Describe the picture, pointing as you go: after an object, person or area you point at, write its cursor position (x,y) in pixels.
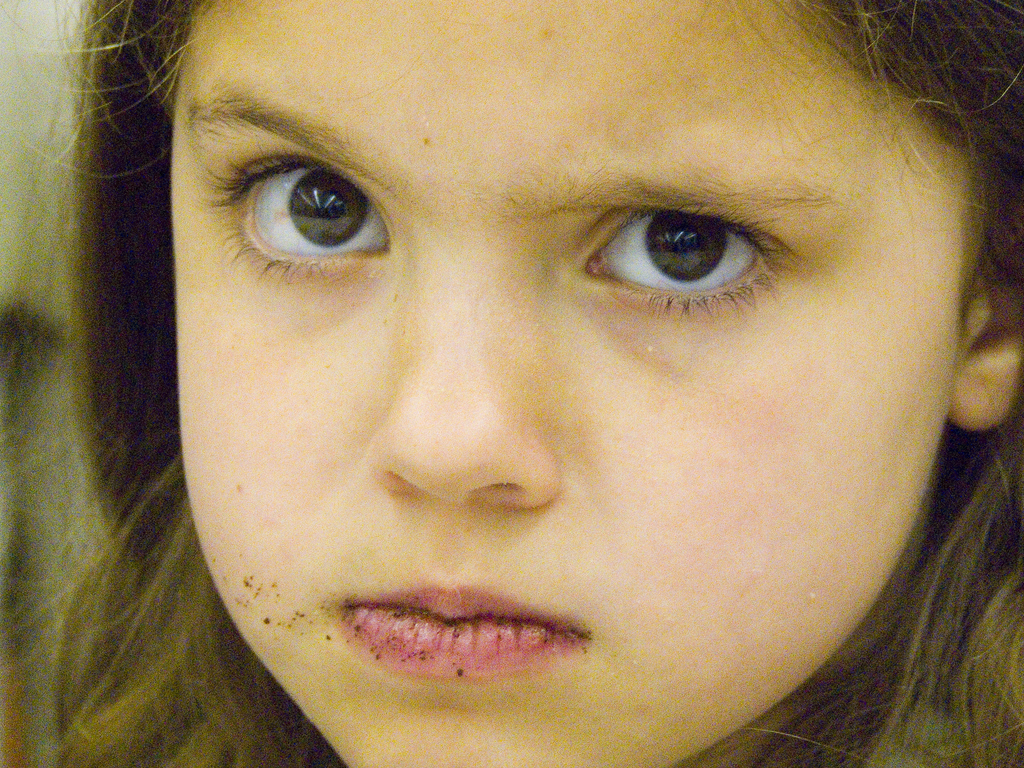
In this image there is a girl (741,453) staring at the camera.
